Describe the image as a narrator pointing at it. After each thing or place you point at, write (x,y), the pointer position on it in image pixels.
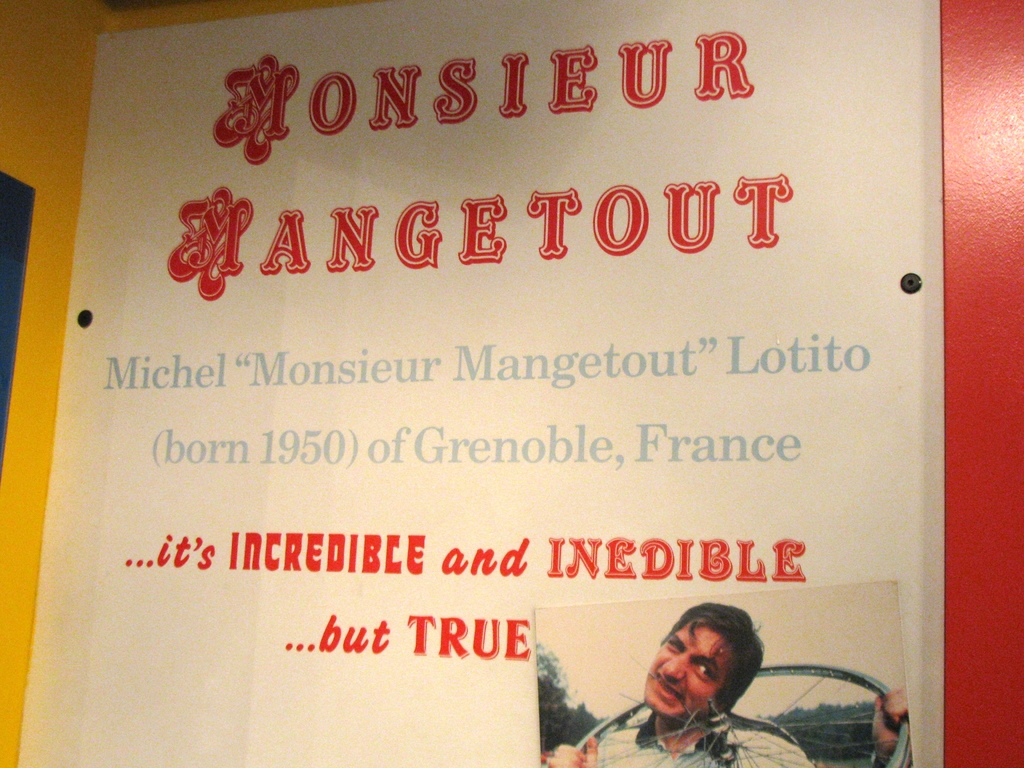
In this image I can see a white color board (712,255) and something is written on it with red and blue color. I can see a person face (712,612) and he is holding a wheel (852,679). Background (44,79) is in yellow and red color.
